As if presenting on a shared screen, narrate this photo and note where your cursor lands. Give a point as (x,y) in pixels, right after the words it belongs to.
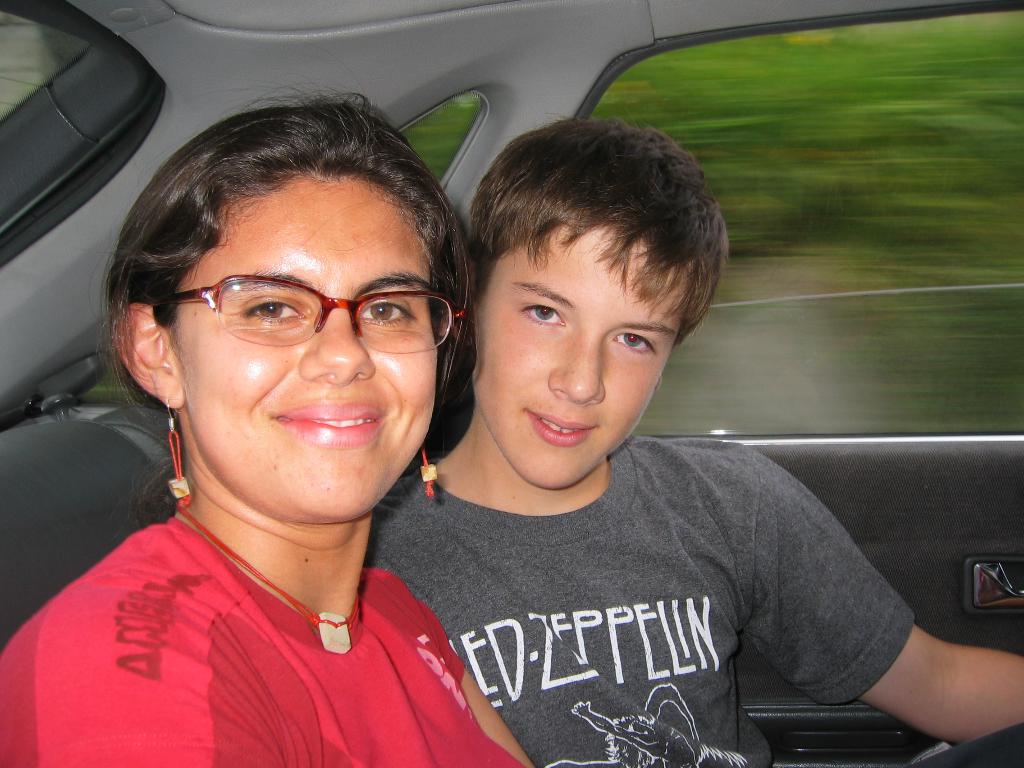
in this picture we can see a woman (211,343) is sitting in a car (84,389), she is wearing a red color t-shirt (233,644) and she is smiling and wearing glasses (391,328), and beside her a man (591,219) is sitting and he is wearing a t-shirt (655,582), here is the window glass (811,311), and at back (761,108) there are trees (793,159).
